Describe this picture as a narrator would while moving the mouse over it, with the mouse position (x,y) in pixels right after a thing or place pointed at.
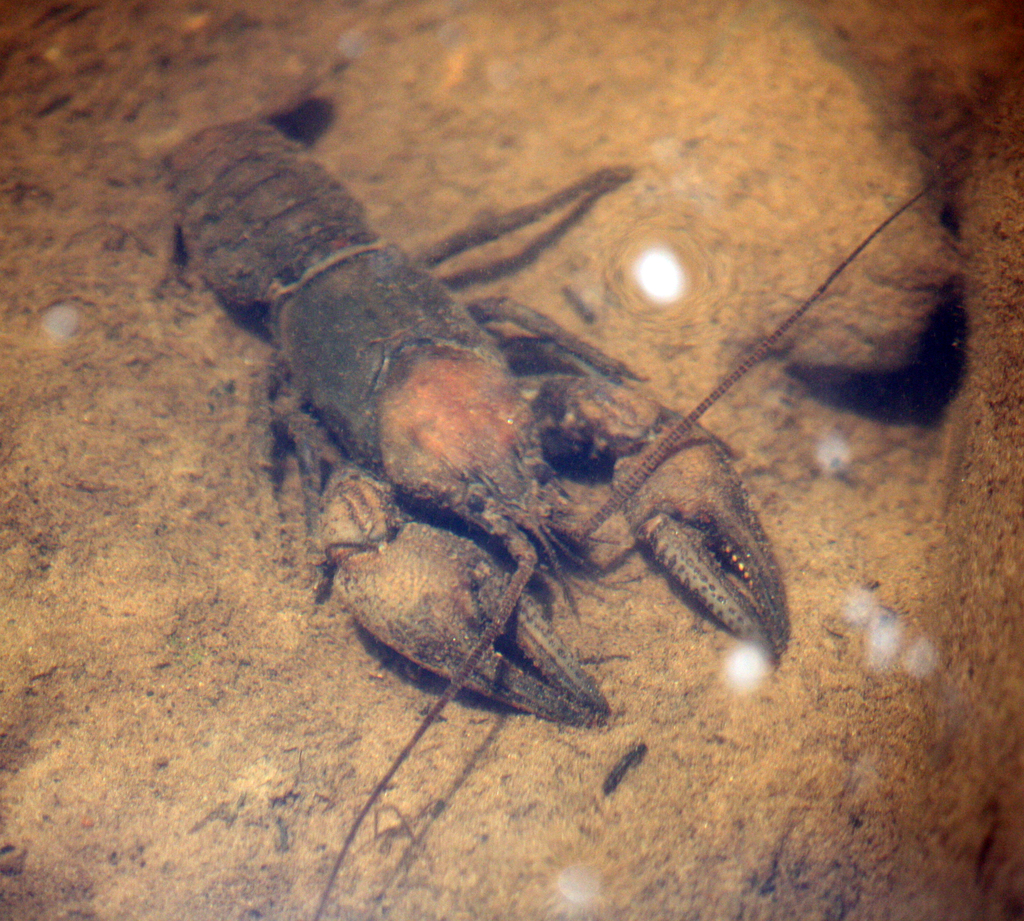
In this picture I can observe an animal (398,485). It is looking like a crayfish (382,447). This crayfish (330,354) is in the water (249,710).
